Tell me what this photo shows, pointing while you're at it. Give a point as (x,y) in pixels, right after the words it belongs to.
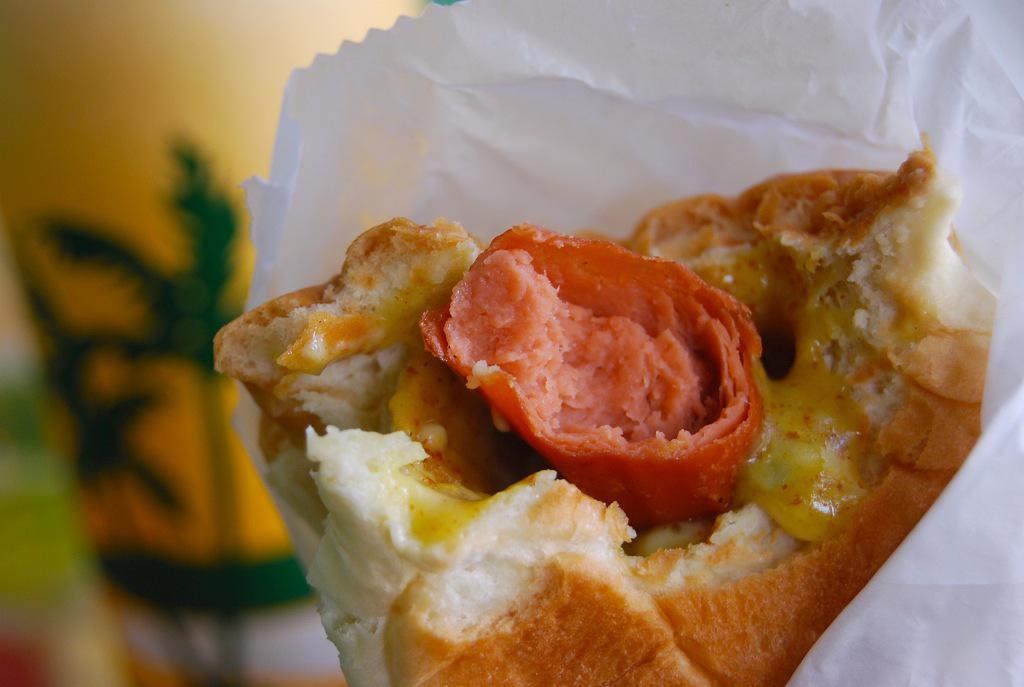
There is a food item (473,322) with sausage (584,379) and some other things (782,550). It is in a white paper (896,607). In the back (133,252) it is blurred and there is a yellow and green color object (188,406).
